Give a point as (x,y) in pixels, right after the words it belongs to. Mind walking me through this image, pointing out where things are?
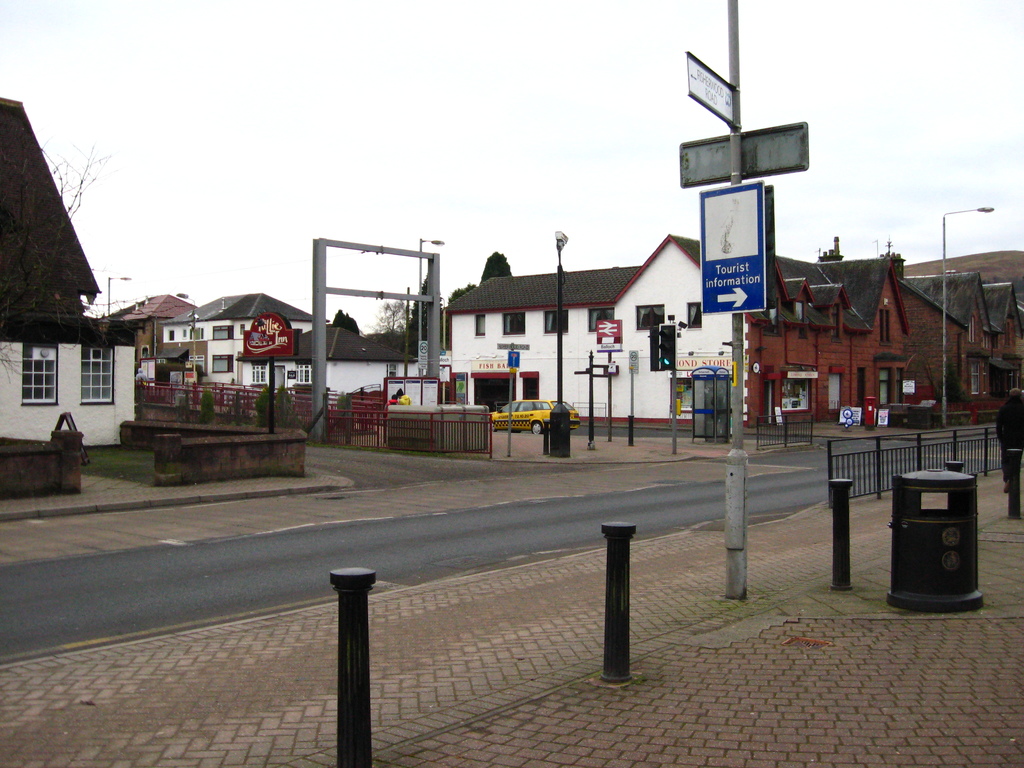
In this picture I can see the path (80,701) in front (52,760), on which there are number of poles (738,457) and I can see boards (757,172), on which there is something written. In the middle of this picture (632,322) I can see number of buildings (84,387) and few trees (15,238). I can also see the railings (304,400). In the background (322,160) I can see the sky (480,77). On the right side of this image (1018,437) I can see a person (1003,465).
